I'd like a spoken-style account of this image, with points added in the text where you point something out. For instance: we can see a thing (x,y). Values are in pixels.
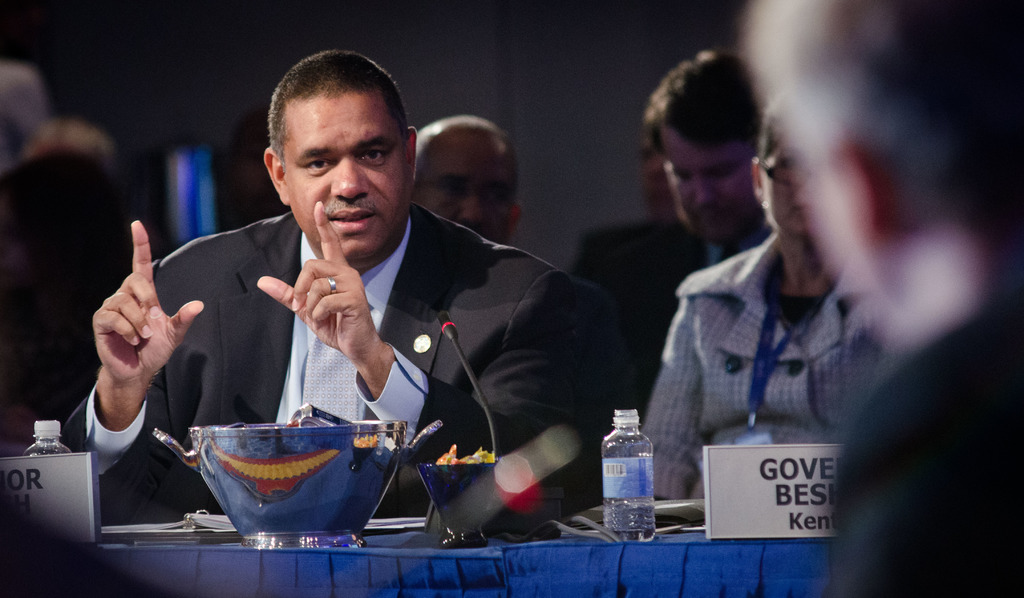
In this picture there are people (311,247) and we can see name boards (44,499), microphone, bottles (626,431) and objects (273,496) on the table (270,552). In the background of the image (556,104) it is blurry.
